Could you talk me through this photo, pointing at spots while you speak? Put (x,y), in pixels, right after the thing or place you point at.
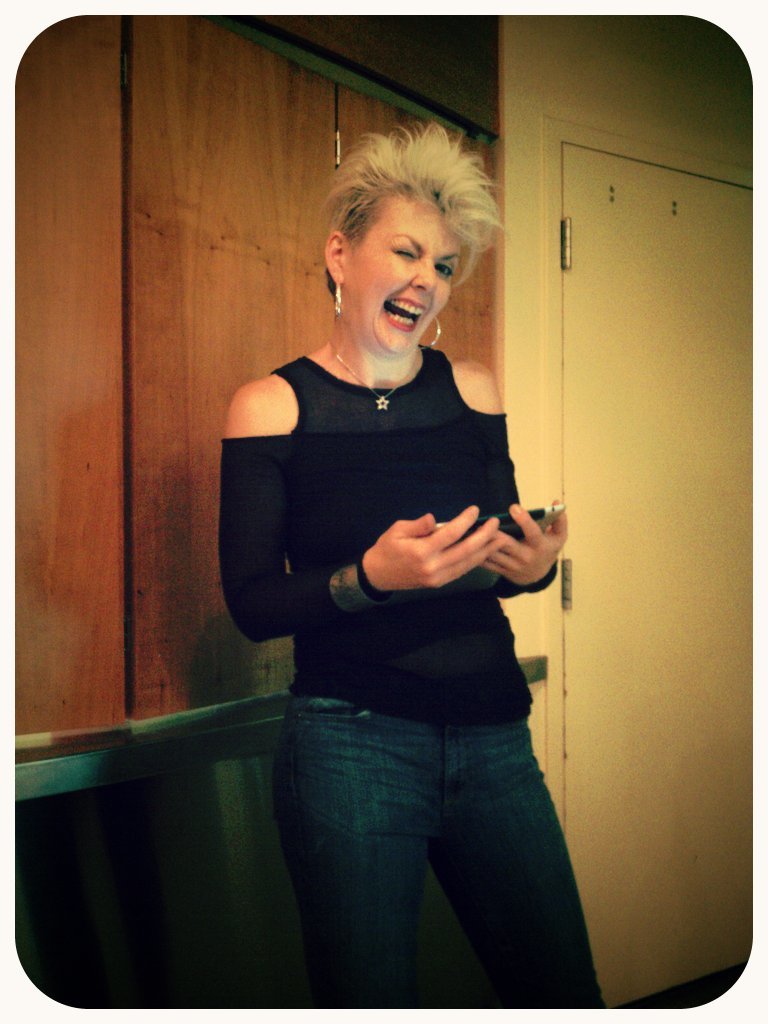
In the image there is a woman (397,435) in black top (381,516) and blue jeans (400,757) standing and holding a cellphone (504,524) in her hand (513,559), she had blond hair (421,174), on right side (639,216) there is a door (644,287) and behind her there are cupboards (184,79).
